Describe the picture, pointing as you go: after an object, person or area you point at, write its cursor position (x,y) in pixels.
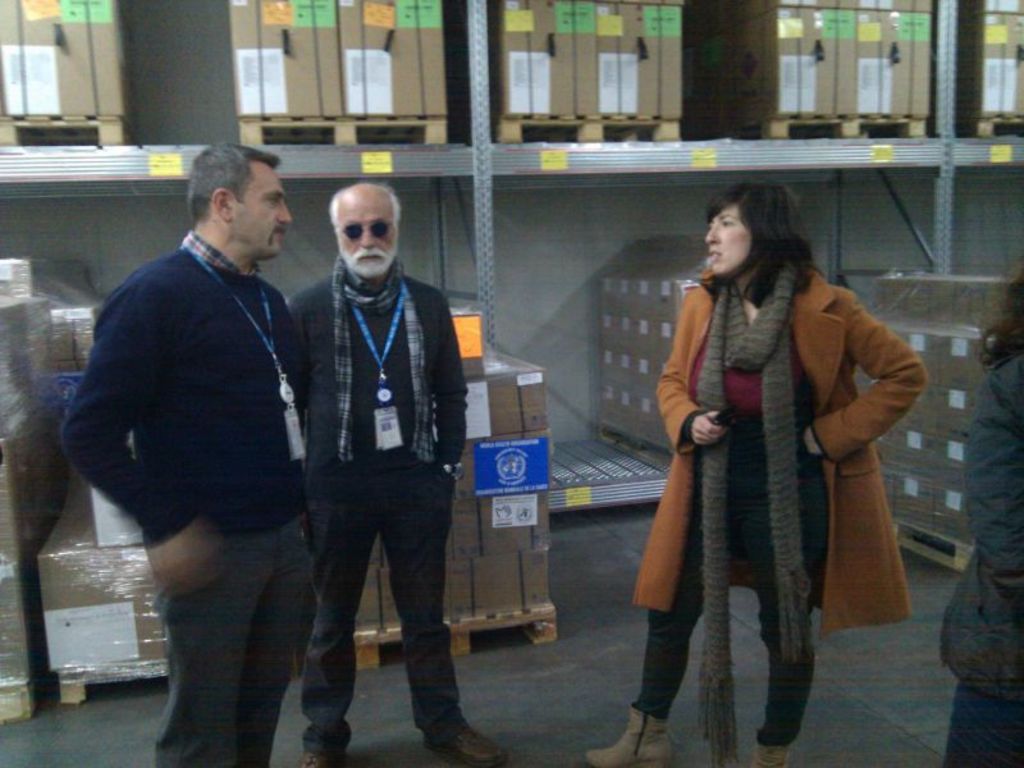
In this image I can see few people (724,520) with different color dresses (409,485). I can see two people (163,464) with identification cards (384,430). In the back (616,496) there are many cardboard boxes (643,103) in the rack (452,163).
